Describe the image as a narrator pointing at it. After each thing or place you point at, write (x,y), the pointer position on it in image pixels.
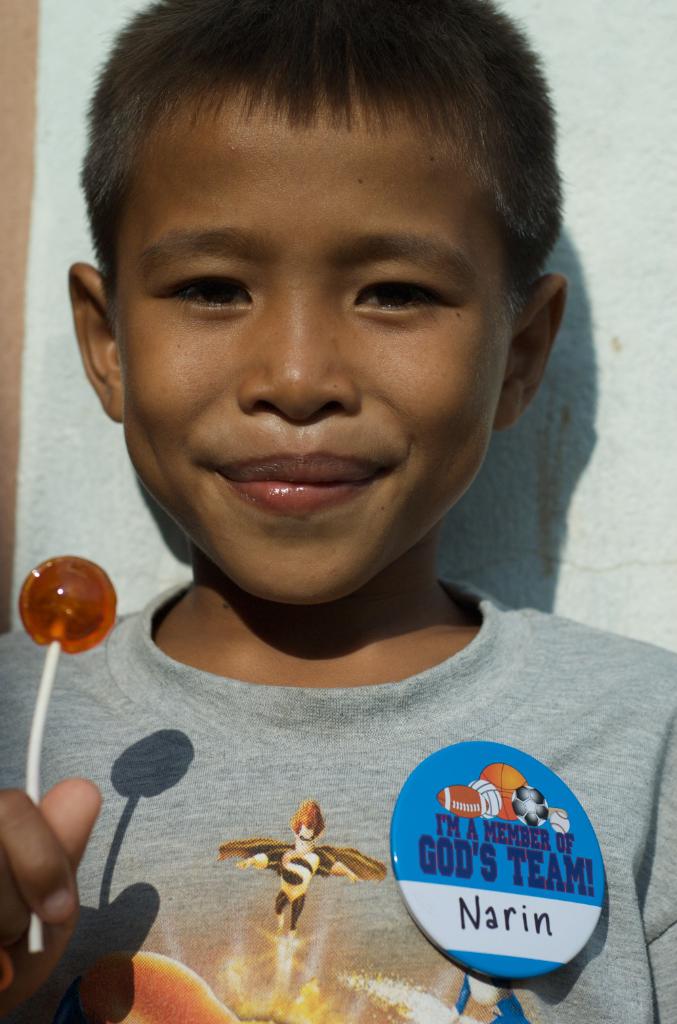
In this image we can see a boy (355,822) smiling. He is holding a lollipop (32,756). In the background (610,480) there is a wall (35,119).
